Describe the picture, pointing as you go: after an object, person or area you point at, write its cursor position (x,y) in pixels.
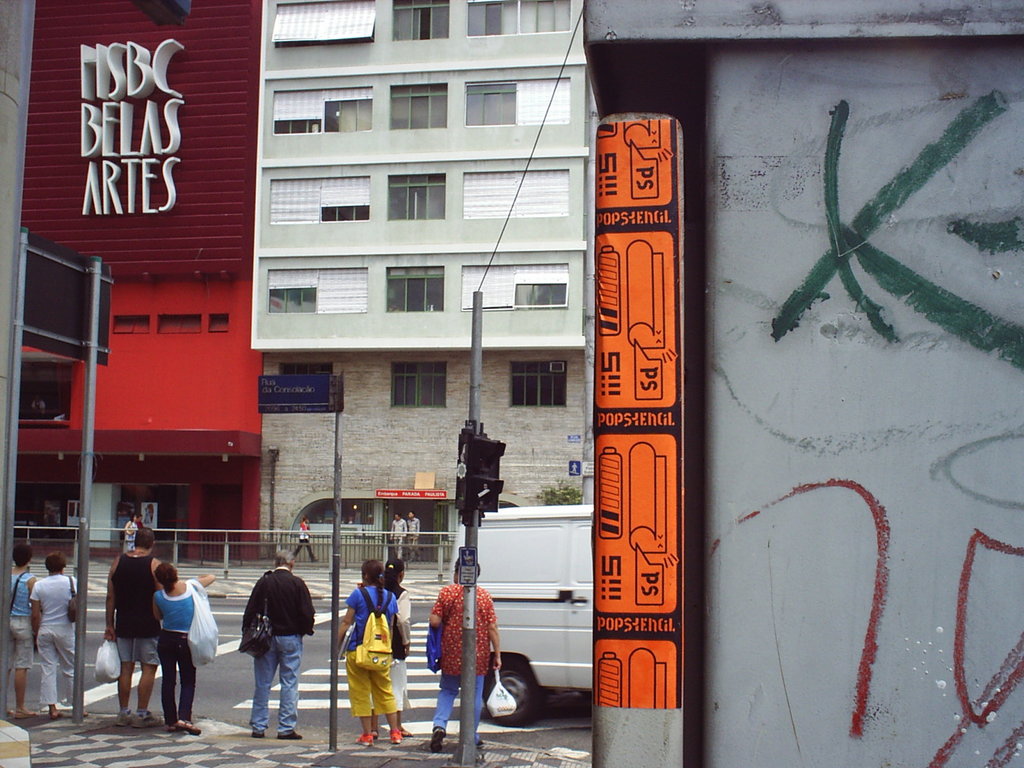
In this image we can see some people (362,718) standing on the footpath (309,722) holding bags (211,646) and covers (191,652). We can also see a traffic light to a pole (476,410) and a signboard (468,569). On the backside (248,543) we can see a car (482,558), fence (290,549), people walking on the footpath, building (302,349) with some windows (280,363) and a plant (561,498).
